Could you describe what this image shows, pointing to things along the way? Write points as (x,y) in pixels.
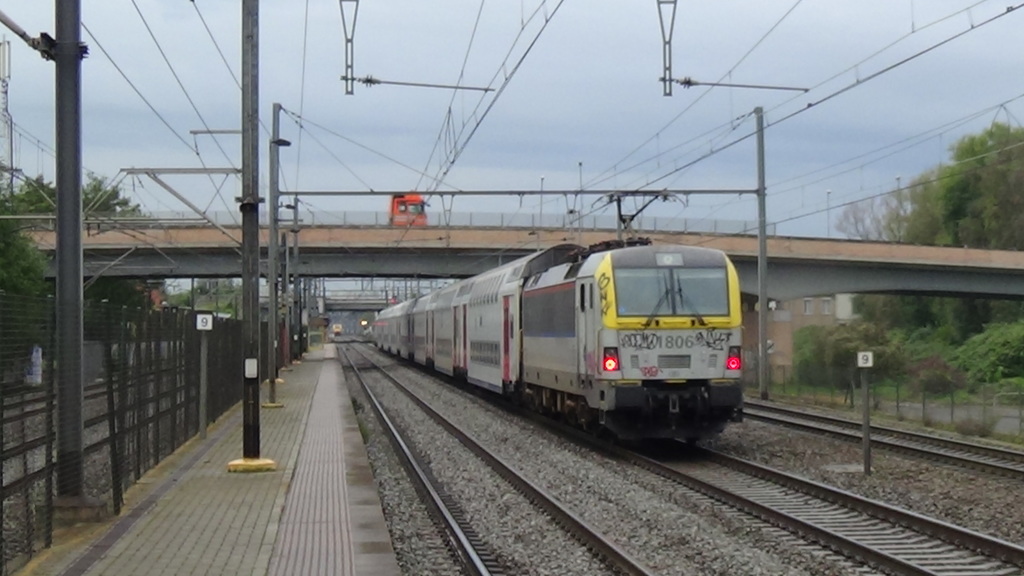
In the middle (567,321) a train (573,391) is running on the railway track (662,466), there is a bridge (430,266), on the right side (1007,222) there are green trees (961,383) and also on the left side (24,293) there are trees (88,294). At the top (190,103) there are electric cables (298,122) in this image.
